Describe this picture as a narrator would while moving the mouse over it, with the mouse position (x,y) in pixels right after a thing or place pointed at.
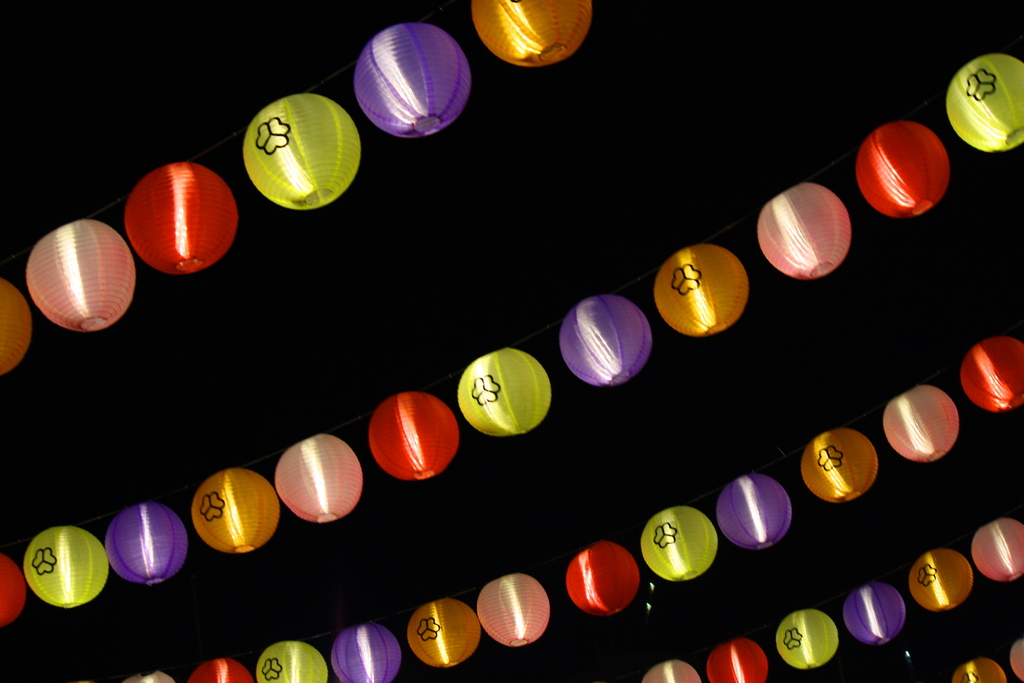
In this image, there are some different color ball lights (221,246) hanging on the ropes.
